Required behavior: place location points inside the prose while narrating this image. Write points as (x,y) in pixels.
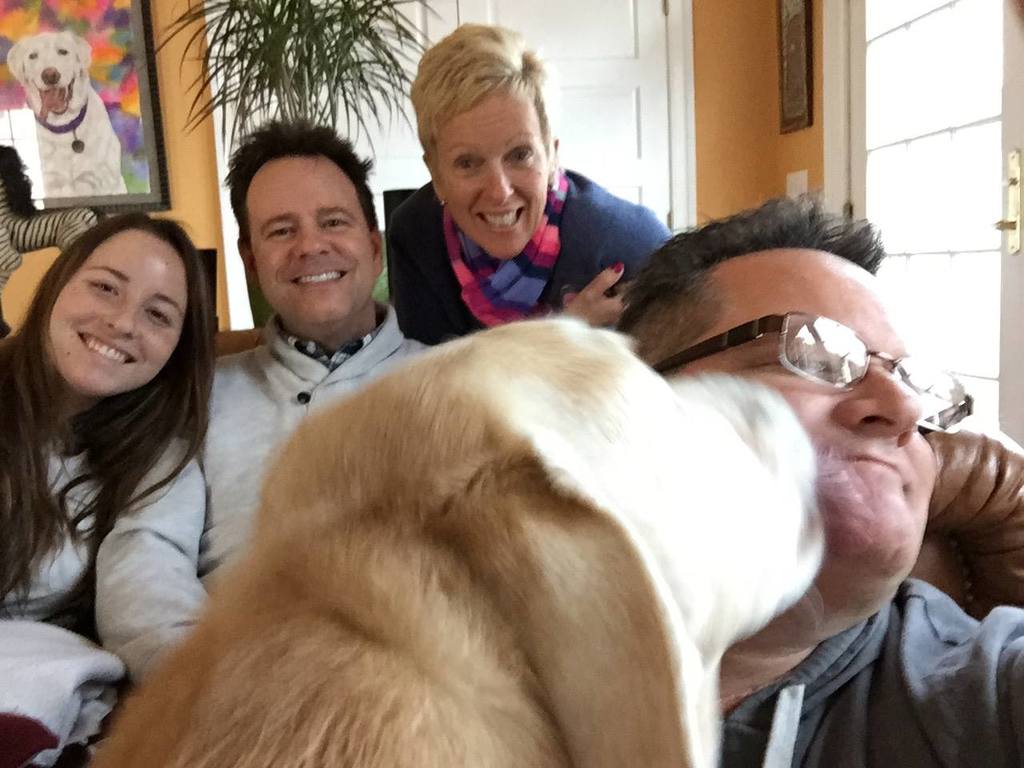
There are four persons (154,445) smiling. This is the dog (566,605) licking the person (859,561). This looks like the couch (974,496). This is the door (970,172) with the door handle (1020,207). At background (65,51) I can see photo frames (791,104) attached to the wall (720,159). I think this is the house plant (326,70). This looks like another door (606,126) with white color.
